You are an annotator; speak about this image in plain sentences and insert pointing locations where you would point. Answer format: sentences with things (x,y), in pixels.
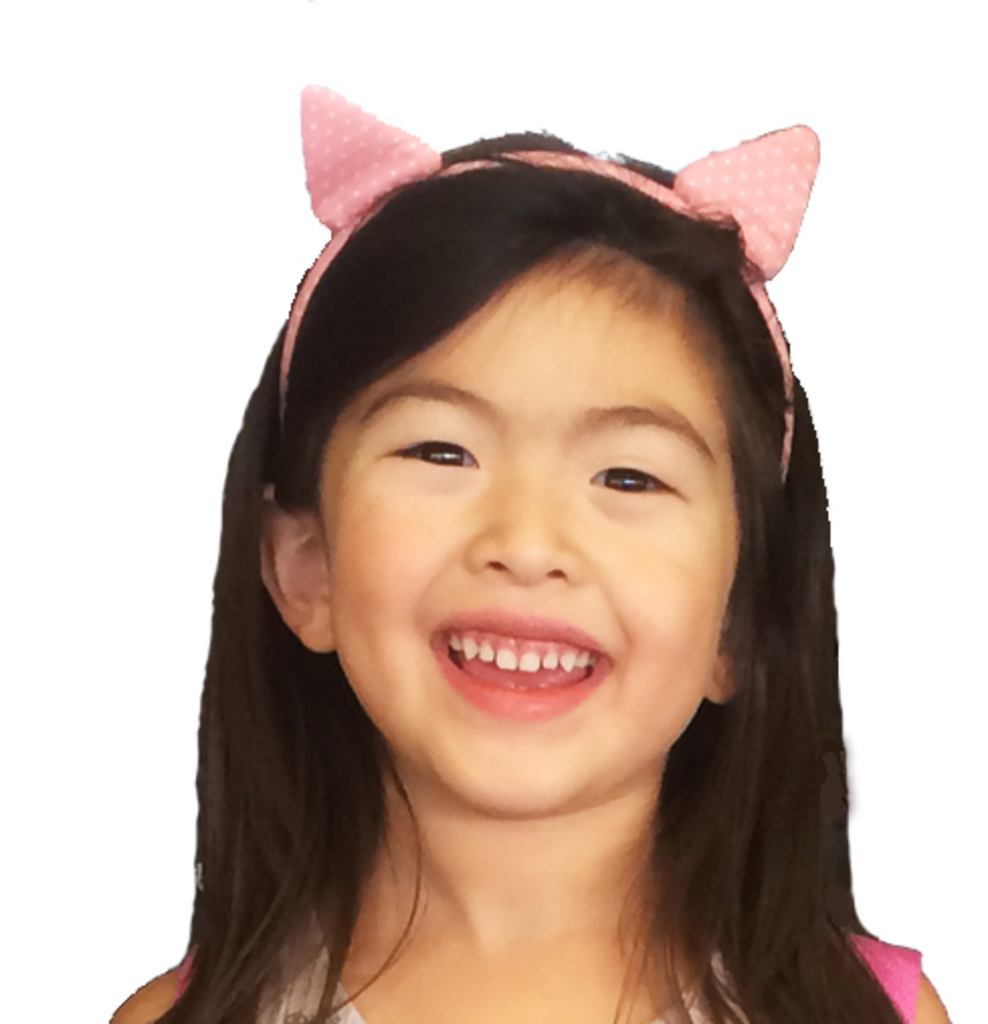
In this picture we can see a girl (514,867) is smiling, she wore a head wear (421,177), we can see a white color background (831,200).
